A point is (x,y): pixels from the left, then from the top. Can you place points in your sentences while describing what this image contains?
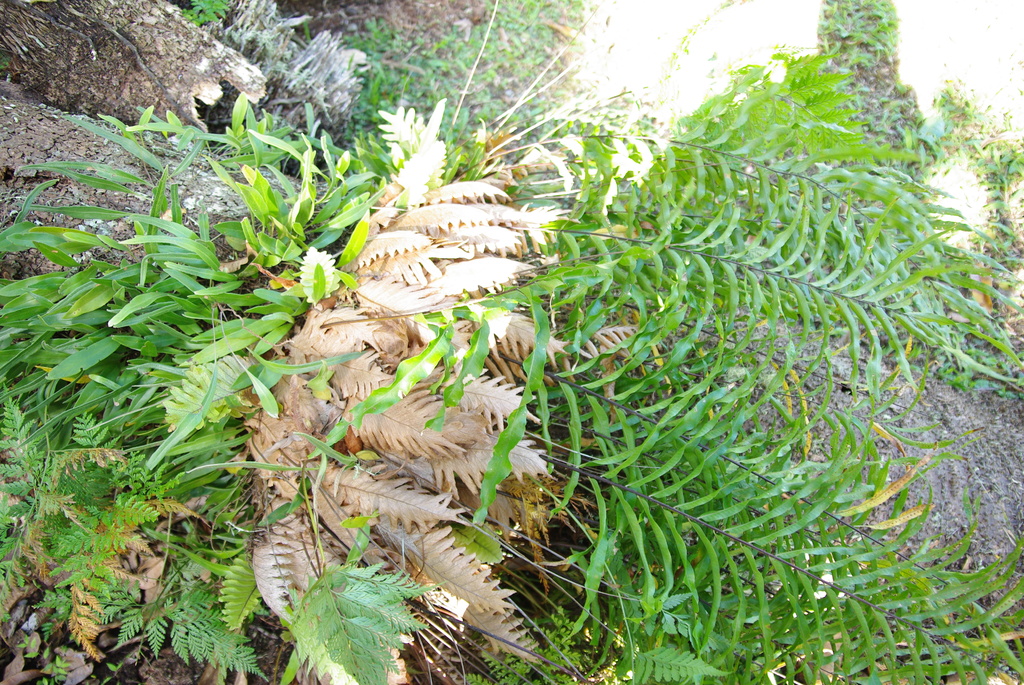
In this image I can see the trunks (121,67) and plants (437,569) on the ground (124,611).
